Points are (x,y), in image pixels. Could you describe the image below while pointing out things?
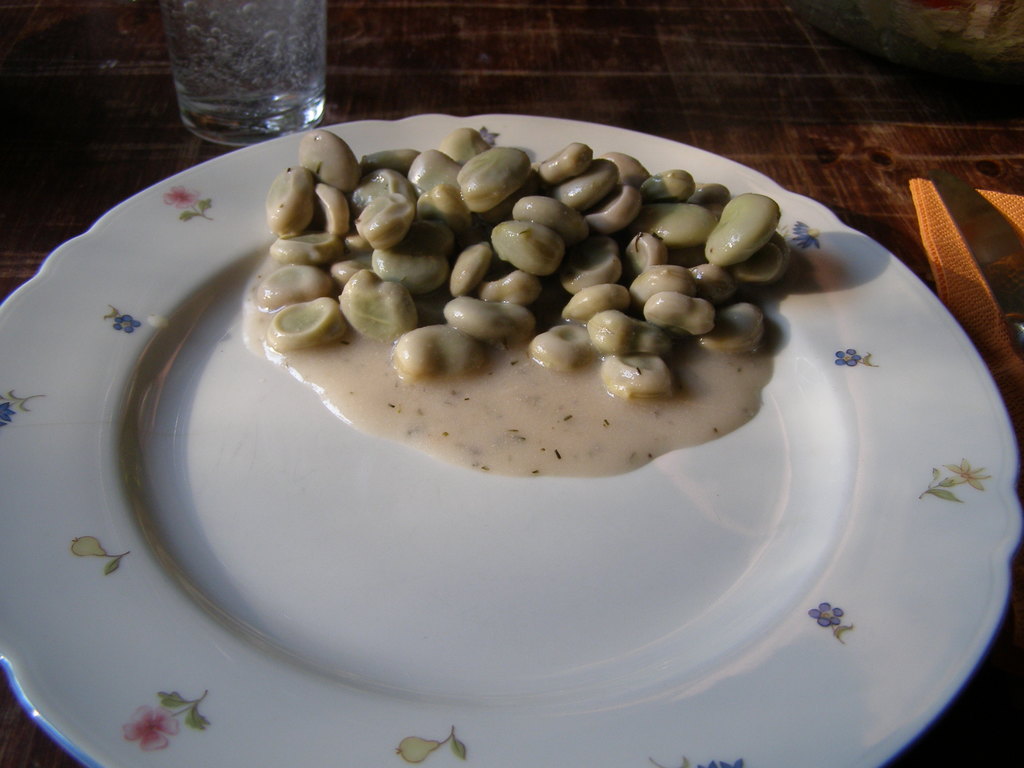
In this image we can see some food (340,369) on the white plate (358,632), one glass (270,93) and two objects (985,222) on the surface (41,158) looks like a table (1014,139).
